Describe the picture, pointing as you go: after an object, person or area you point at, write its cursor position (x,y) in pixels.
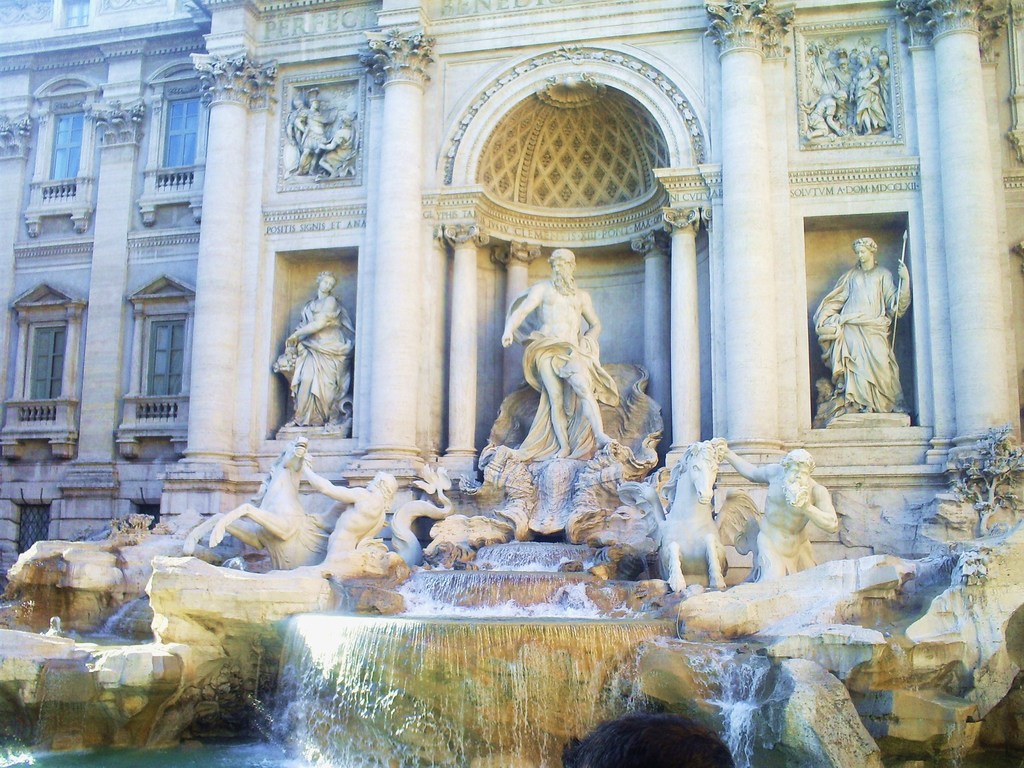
In this image there is a building (776,423) and we can see sculptures (315,382) carved on the building (879,190). At the bottom (626,633) we can see a fountain (548,638) and there are windows (174,152).
